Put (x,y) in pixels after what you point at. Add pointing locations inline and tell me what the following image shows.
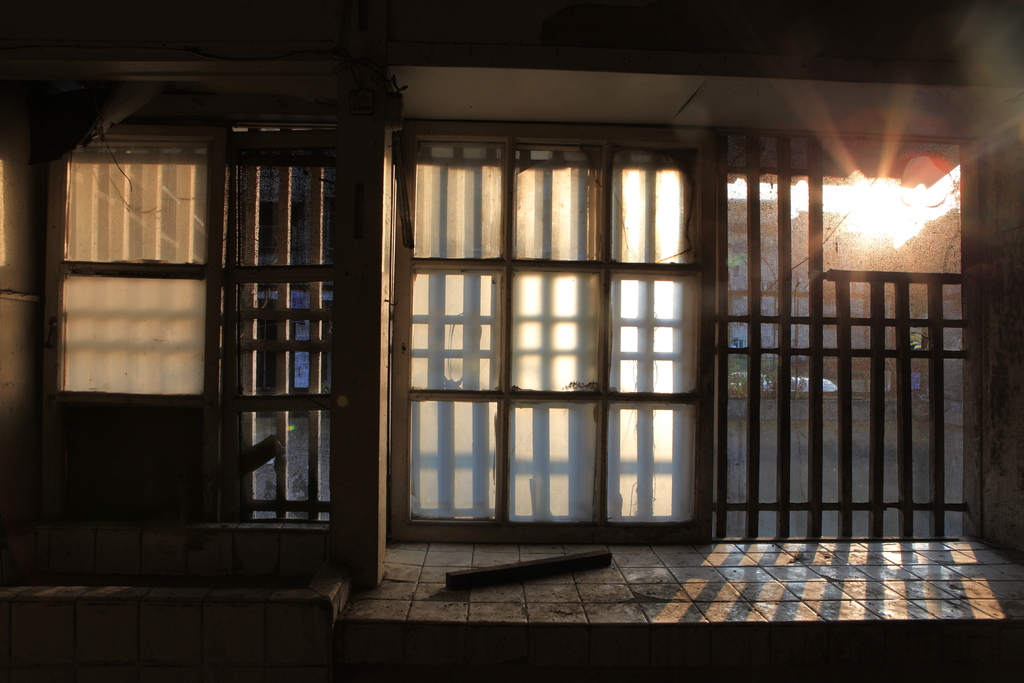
In this picture in the center (474,349) there are windows (263,429) and behind the windows (853,238) there are trees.
